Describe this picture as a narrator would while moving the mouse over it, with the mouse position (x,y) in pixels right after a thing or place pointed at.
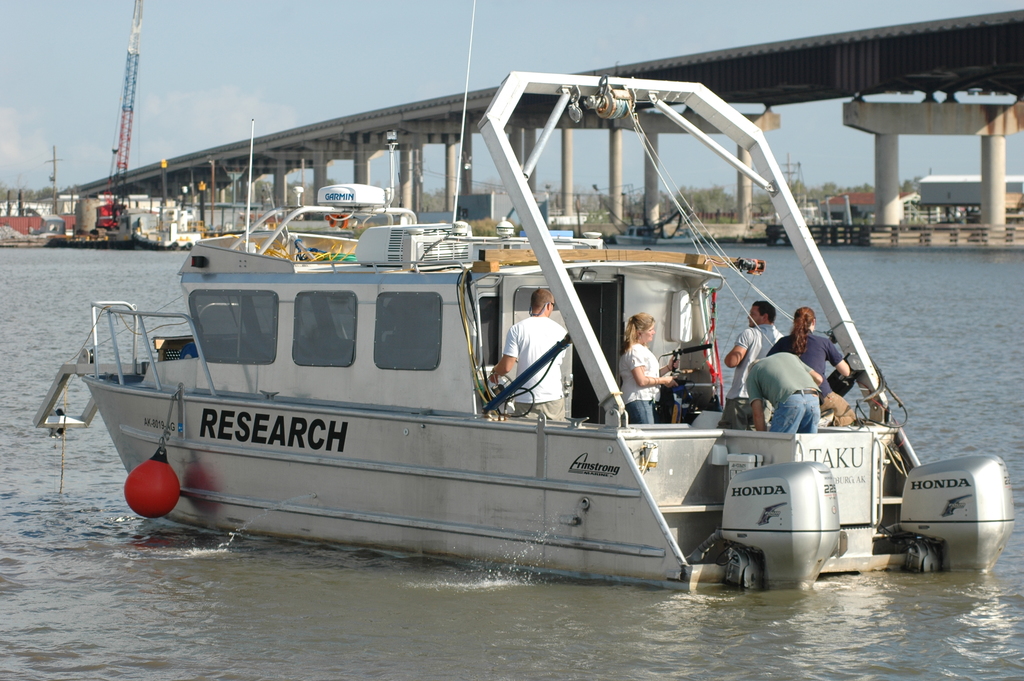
In this picture we can see a group of people (557,370) in the boat (600,424) and the boat (434,372) is on the water (399,607). Behind the boat (323,317), there are trees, a crane (121,179), bridge (339,137), a pole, building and some objects (158,199). At the top of the image (338,64), there is the sky (356,49).
